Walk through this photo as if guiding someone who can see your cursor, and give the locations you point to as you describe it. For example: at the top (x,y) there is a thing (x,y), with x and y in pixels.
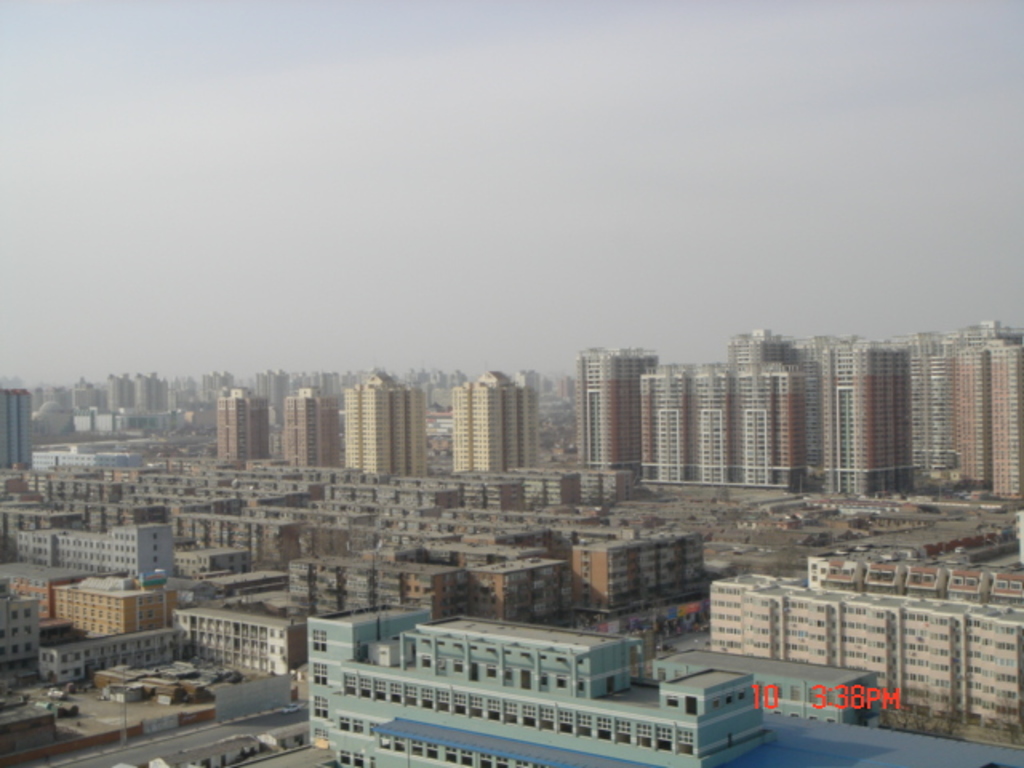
This is an outside view. At the bottom of the image (262,718) I can see some buildings (249,615), road (127,751) and vehicles (73,693). On the top of the image (402,143) I can see the sky (298,127).
